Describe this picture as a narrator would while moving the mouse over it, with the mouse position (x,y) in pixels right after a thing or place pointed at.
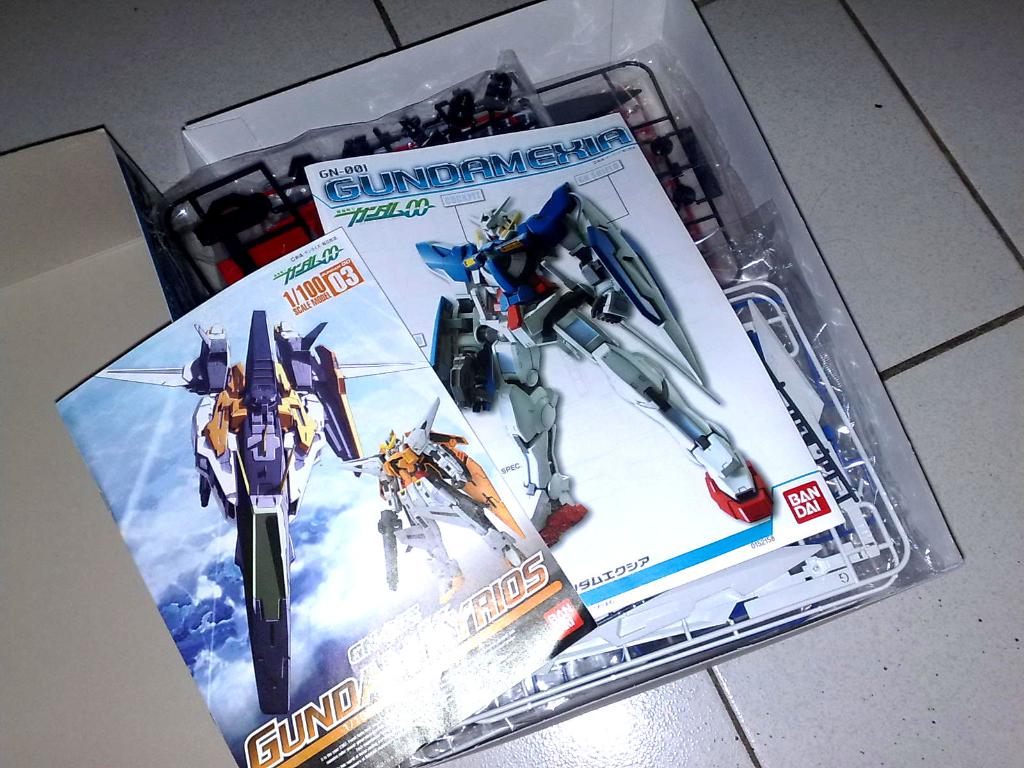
In this image there are books (364,306), some objects (237,183), boxes (46,229) on the floor (750,707).
